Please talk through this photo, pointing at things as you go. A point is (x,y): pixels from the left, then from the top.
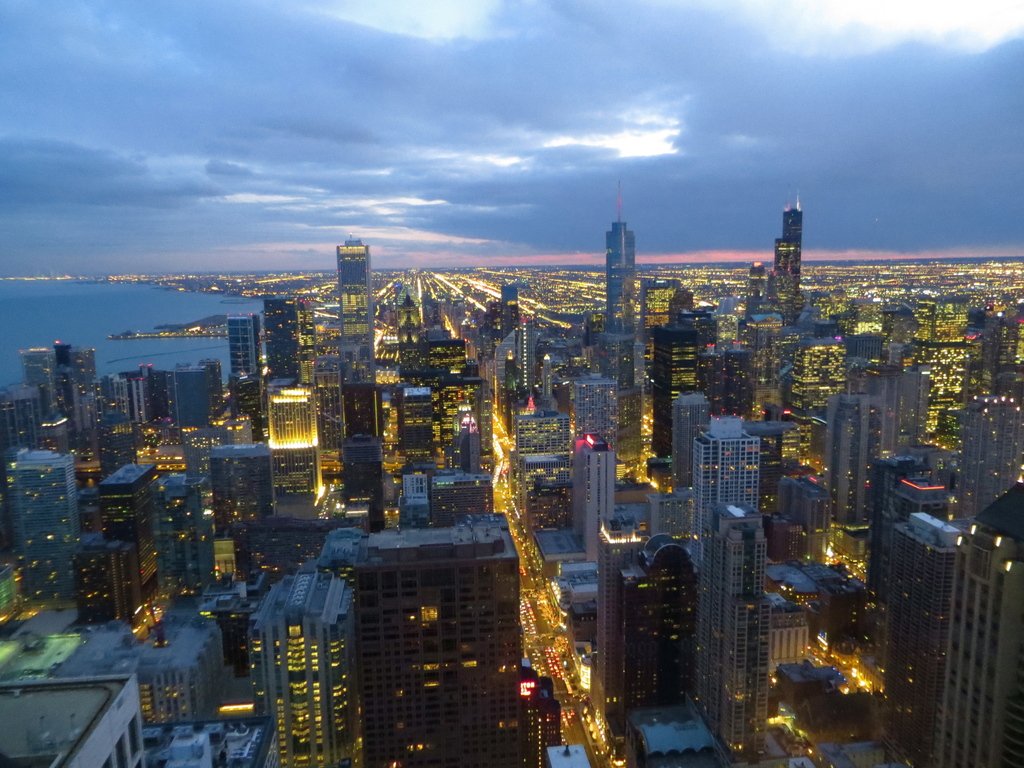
In this image, at the bottom (606,627) there are buildings (782,504), lights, road (552,644). At the top (491,180) there are water (184,309), sky (250,231) and clouds (401,186).
